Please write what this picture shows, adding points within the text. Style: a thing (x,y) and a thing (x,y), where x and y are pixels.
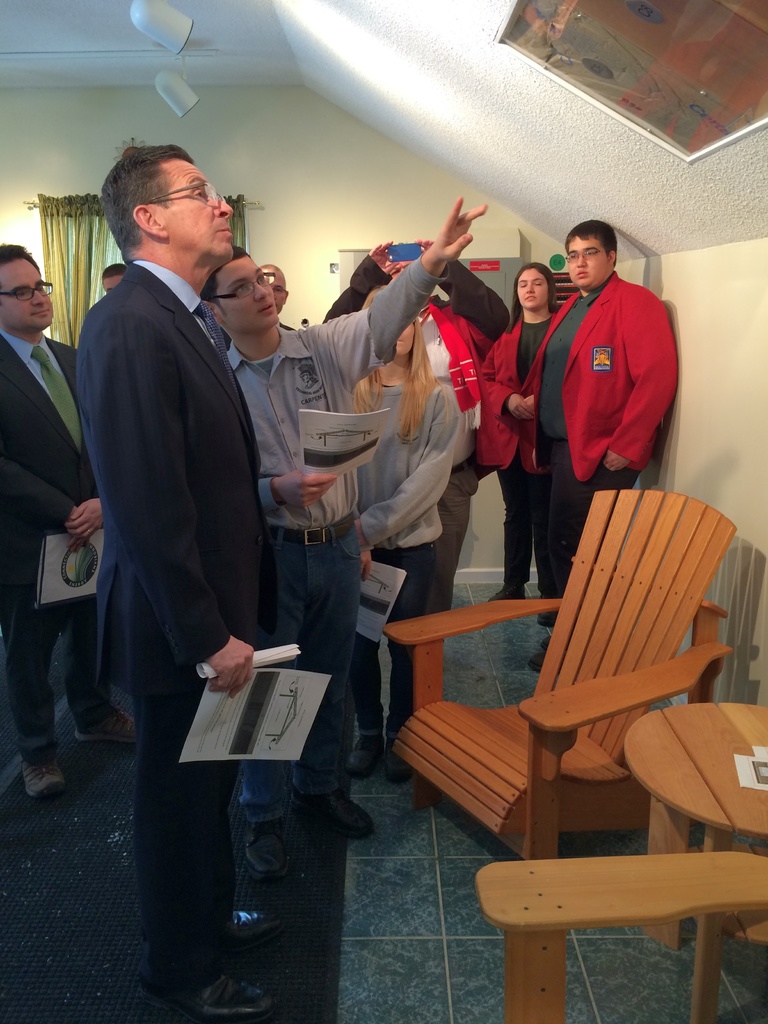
In this image I can see group of people (236,472) standing and few people (154,447) are wearing the blazers (581,425). And these people (360,507) are holding the books (363,462). To the right (576,633) there are chairs (586,746) and the table (669,783). These people (597,428) are standing in front of wall (704,381). In the background (83,209) there is a curtain (81,239).
